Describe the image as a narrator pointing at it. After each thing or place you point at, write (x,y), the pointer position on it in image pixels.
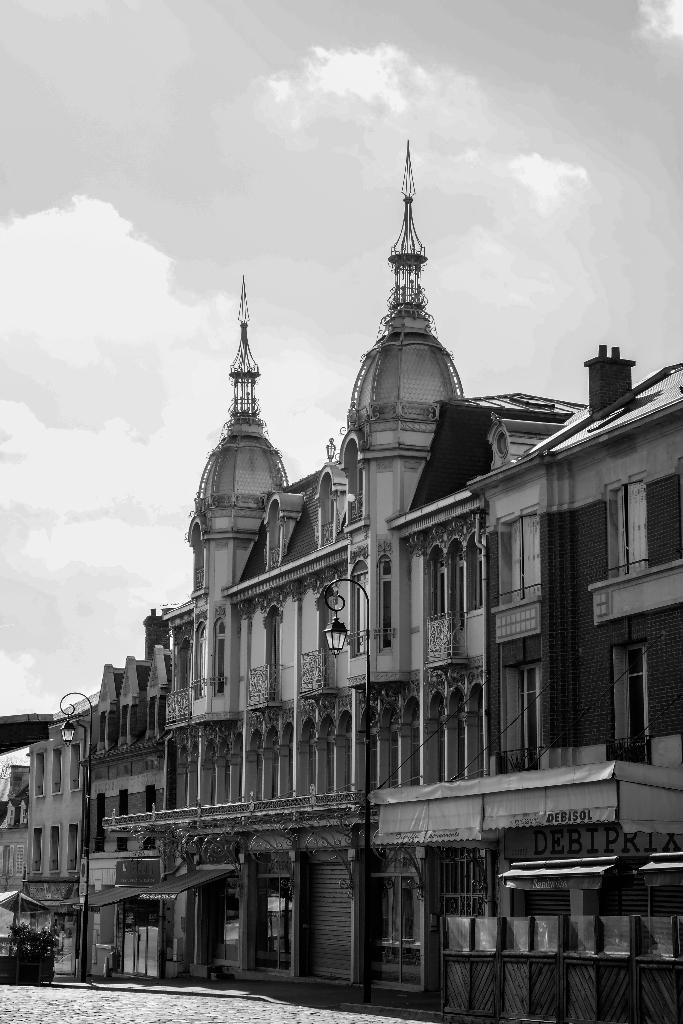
In this image in front (114,1000) there is a road (146,1012). On the left side of the image (26,954) there are flower pots (30,942) under the tent (34,901). In the background of the image (421,714) there are street lights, buildings (530,634) and sky (202,153).
